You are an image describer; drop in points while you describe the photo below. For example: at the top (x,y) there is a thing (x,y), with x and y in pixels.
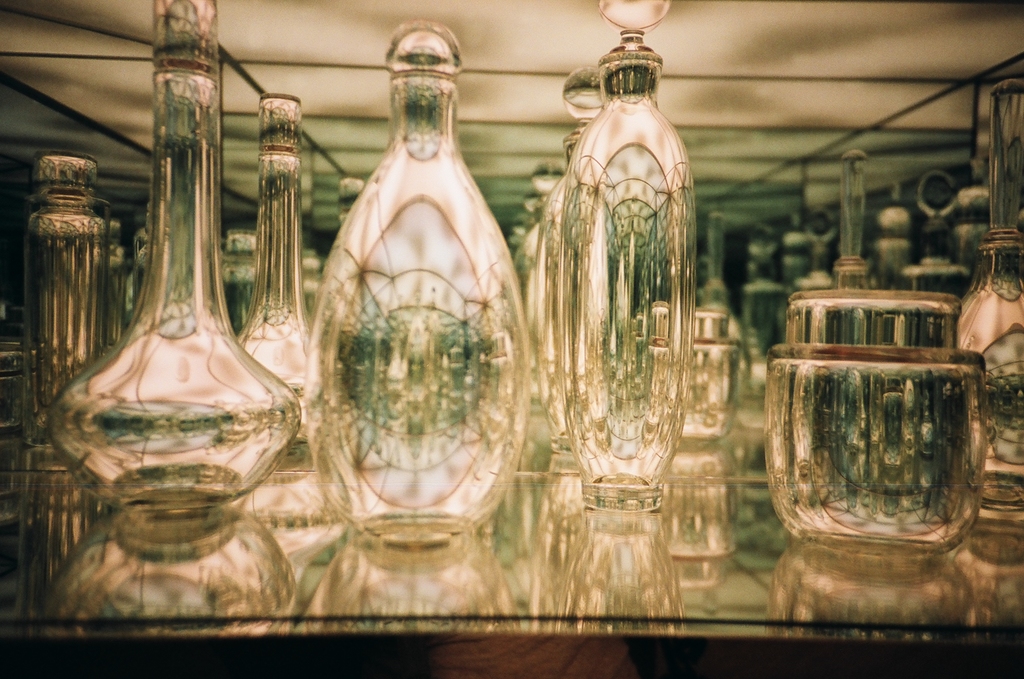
In this picture we can see some glasses (874,289), and bottles (524,343).
